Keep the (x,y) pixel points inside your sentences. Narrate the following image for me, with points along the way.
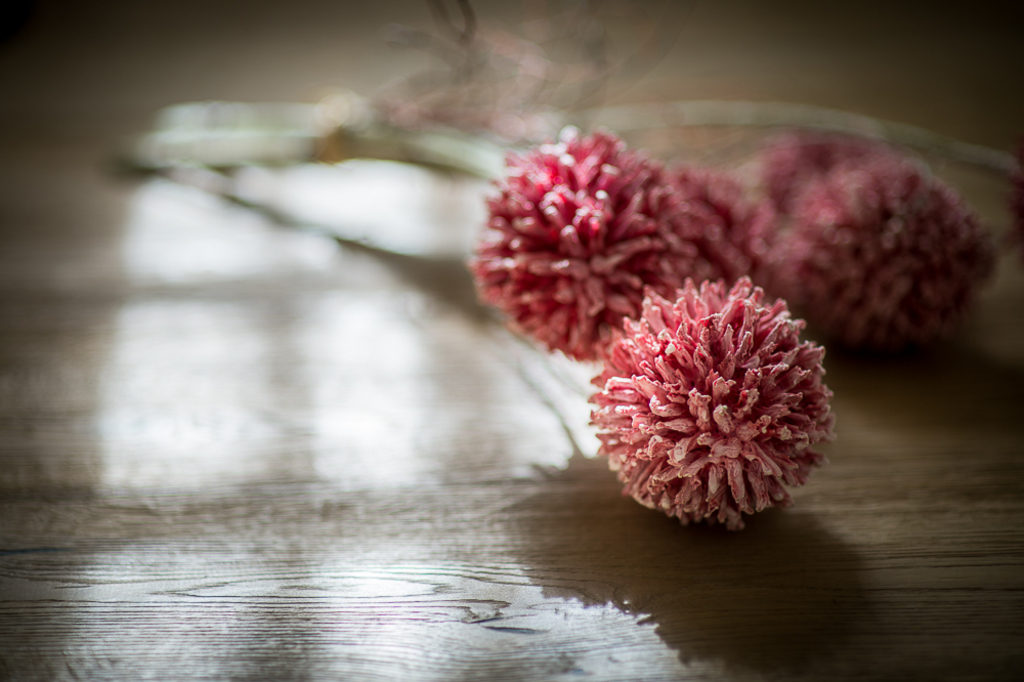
In this image I can see the flowers (547,324) on the floor (284,522).
